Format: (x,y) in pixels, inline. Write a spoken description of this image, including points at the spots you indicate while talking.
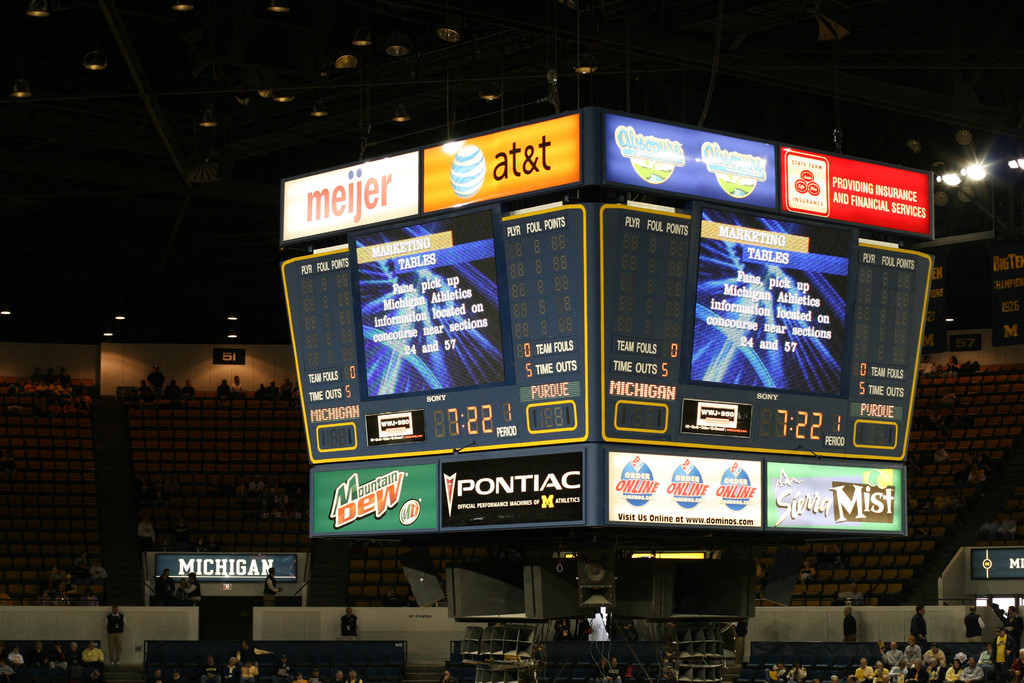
In this image in the middle (612,369) I can see two screens (583,426) and at the bottom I can see many people (14,650) are sitting.
